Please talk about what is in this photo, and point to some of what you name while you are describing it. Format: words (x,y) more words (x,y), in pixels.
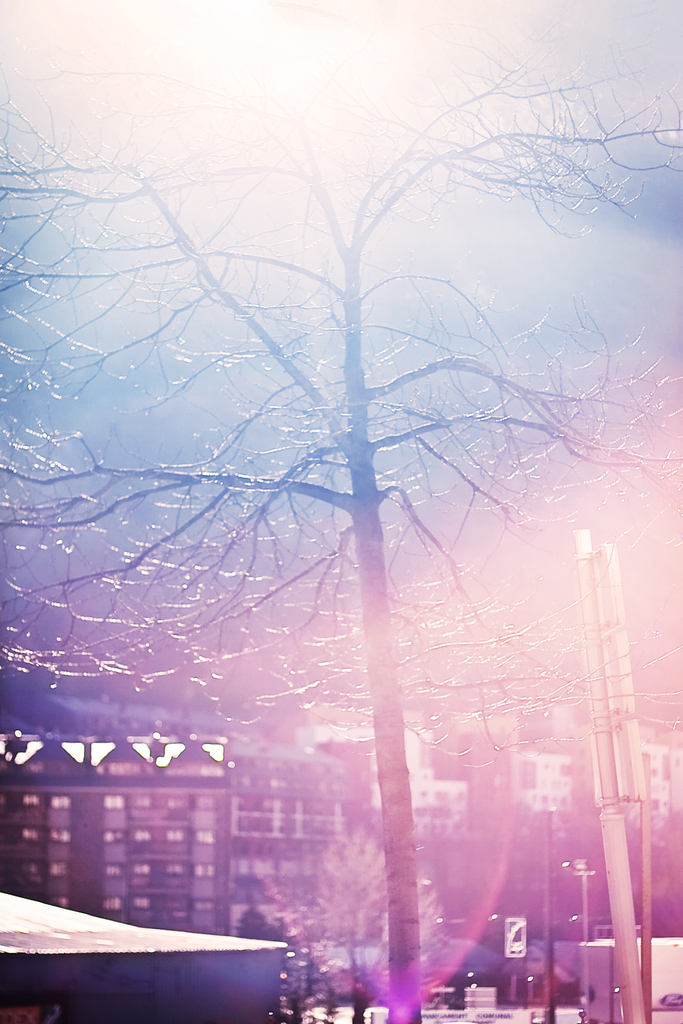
In this image I can see the trees (253,934), boards (468,992) and poles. In the background (282,859) I can see the building (268,852) and the sky (300,610).
